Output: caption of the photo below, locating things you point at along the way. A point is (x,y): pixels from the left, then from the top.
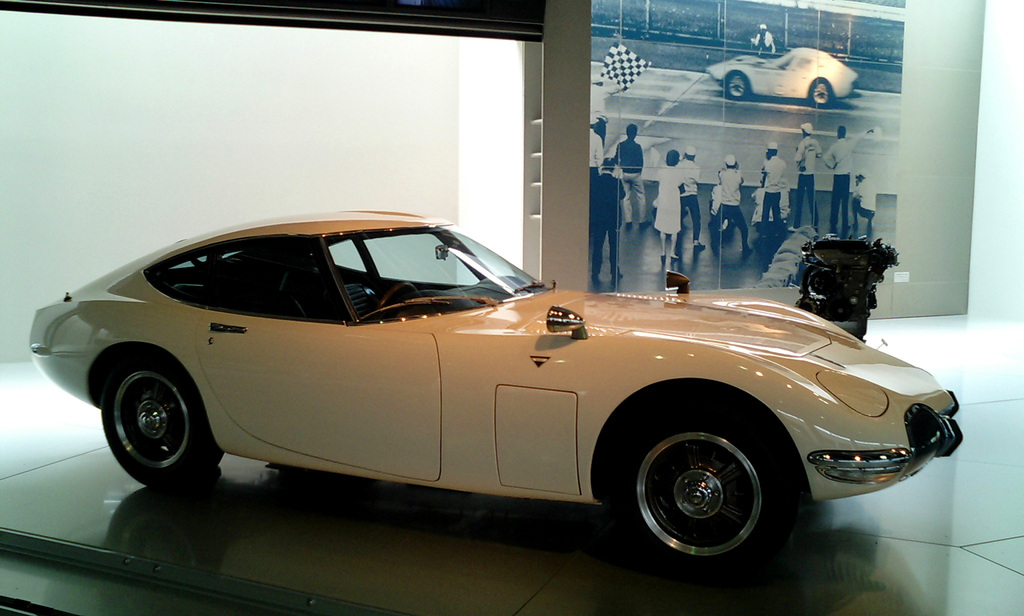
In this image I can see a white color cars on the floor (261,559). On the board (764,86) I can see few people (739,210), vehicle (735,82) and one person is holding a flag (622,73). The board (861,116) is attached to the white wall (957,120).
